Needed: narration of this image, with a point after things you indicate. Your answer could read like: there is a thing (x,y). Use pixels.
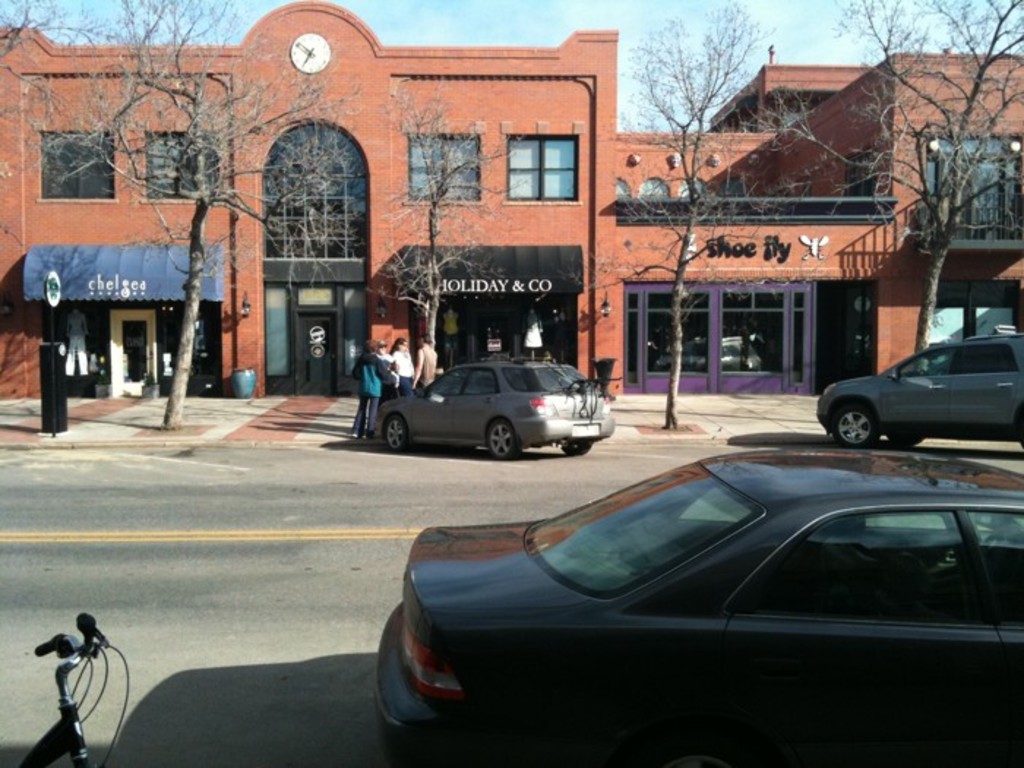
In this image we can see trees (253,171), building (474,253), people (381,372), signboard (55,289) and vehicles (720,523). Background (445,20) there is a sky (457,14). On this building (289,19) there is a clock (298,55).
